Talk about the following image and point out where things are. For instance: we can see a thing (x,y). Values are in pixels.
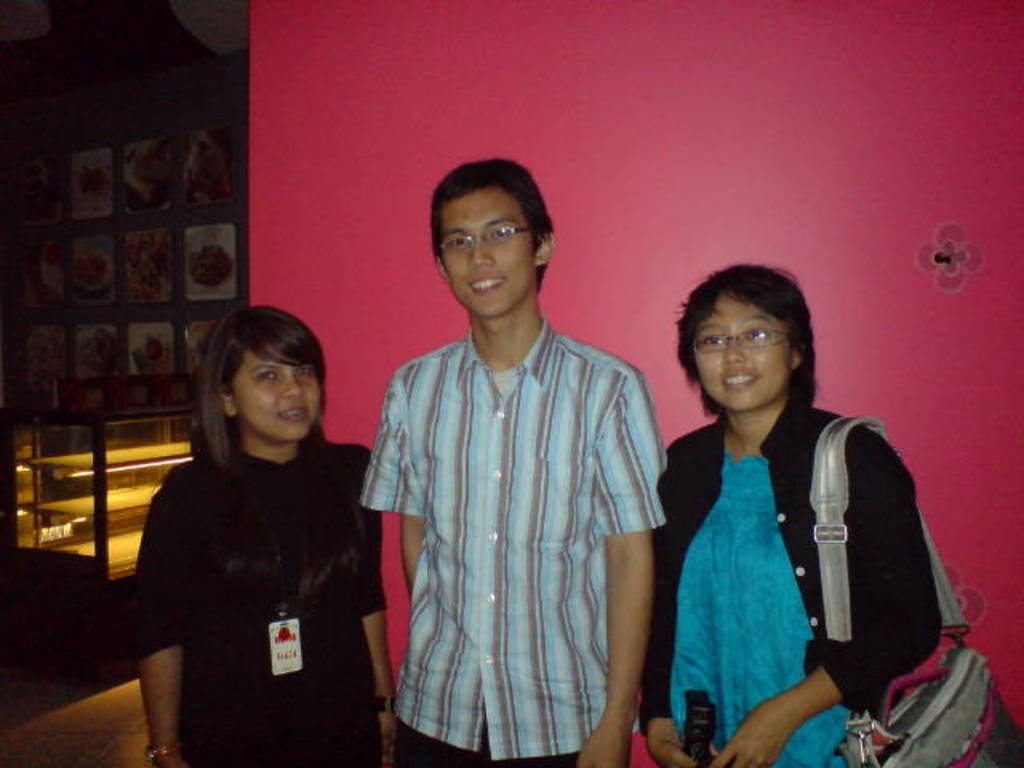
In this image I can see a man (490,440) and two women (366,450) are standing in the front (660,486). I can see one of them is carrying a bag (839,446) and two of them are wearing specs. In the background (443,343) I can see pink colour wall (464,67) and on the left side of this image (189,283) I can see number of frames (159,242).
